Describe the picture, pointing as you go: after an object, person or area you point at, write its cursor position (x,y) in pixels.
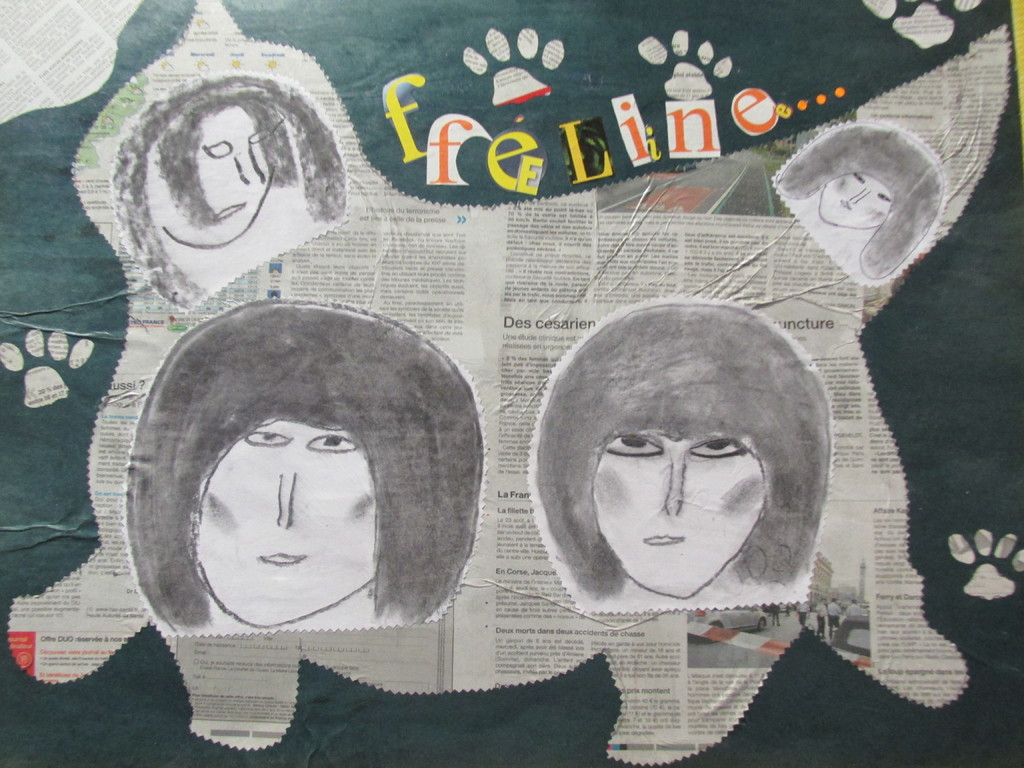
In this image there is a notice board (18,312) with paper (36,605) cut in the shape of animal on which we can see there are some face drawings (712,555).
